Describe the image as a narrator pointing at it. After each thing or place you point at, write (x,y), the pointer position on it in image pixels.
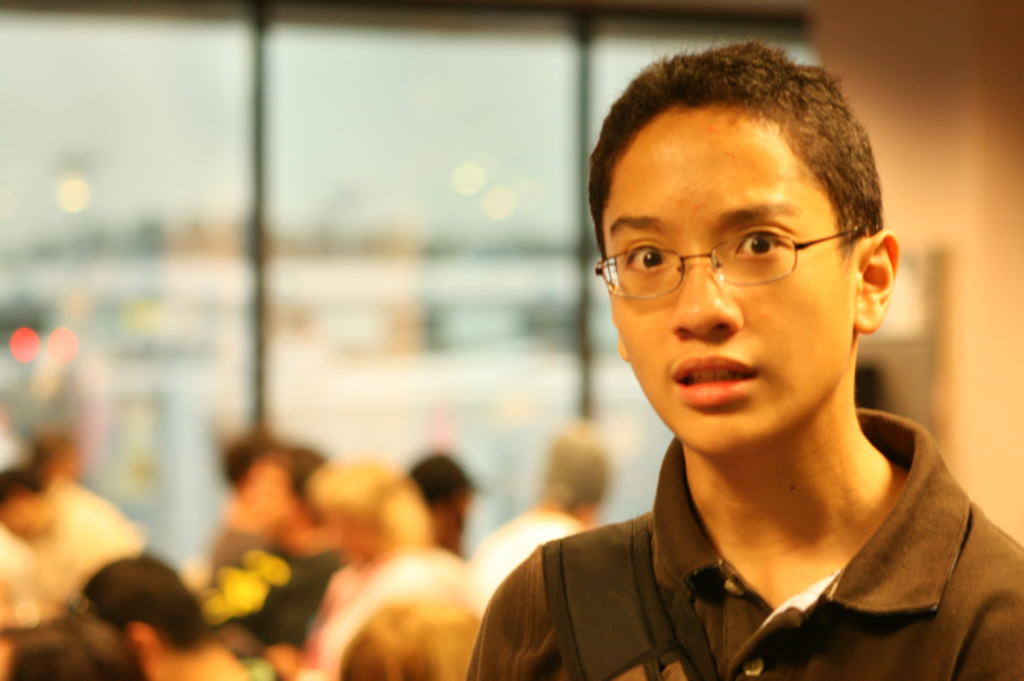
In this picture we can observe a person (680,213) wearing black color T shirt (692,585) and spectacles (711,265). In the background (341,517) there are some people (60,519) sitting in the chairs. We can observe a glass (315,159). On the right side (901,227) there is a wall (960,146).
